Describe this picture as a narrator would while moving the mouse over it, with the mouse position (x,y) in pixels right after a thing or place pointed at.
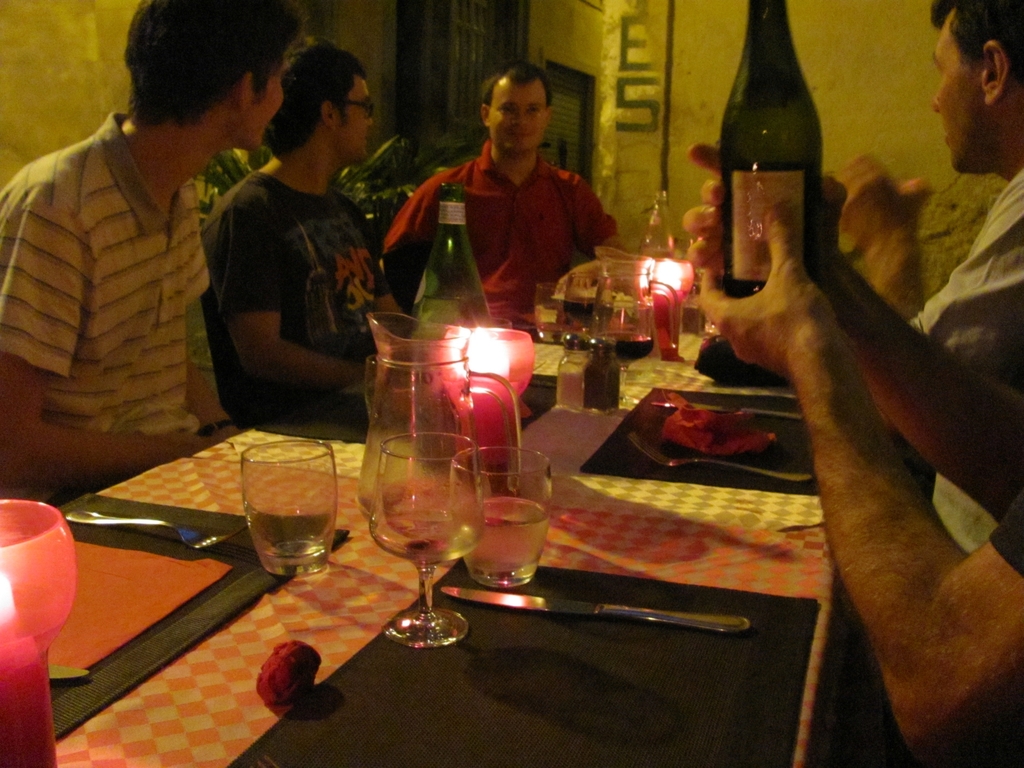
This picture describes about group of people (800,326), they are all seated on the chair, in front of them we can find glasses (433,510), knife (686,617), bottles (463,269), jugs (615,295) on the table (385,608). In the right side of the image (883,472) a person (863,391) is holding a bottle (763,255) in his hand (770,243).
